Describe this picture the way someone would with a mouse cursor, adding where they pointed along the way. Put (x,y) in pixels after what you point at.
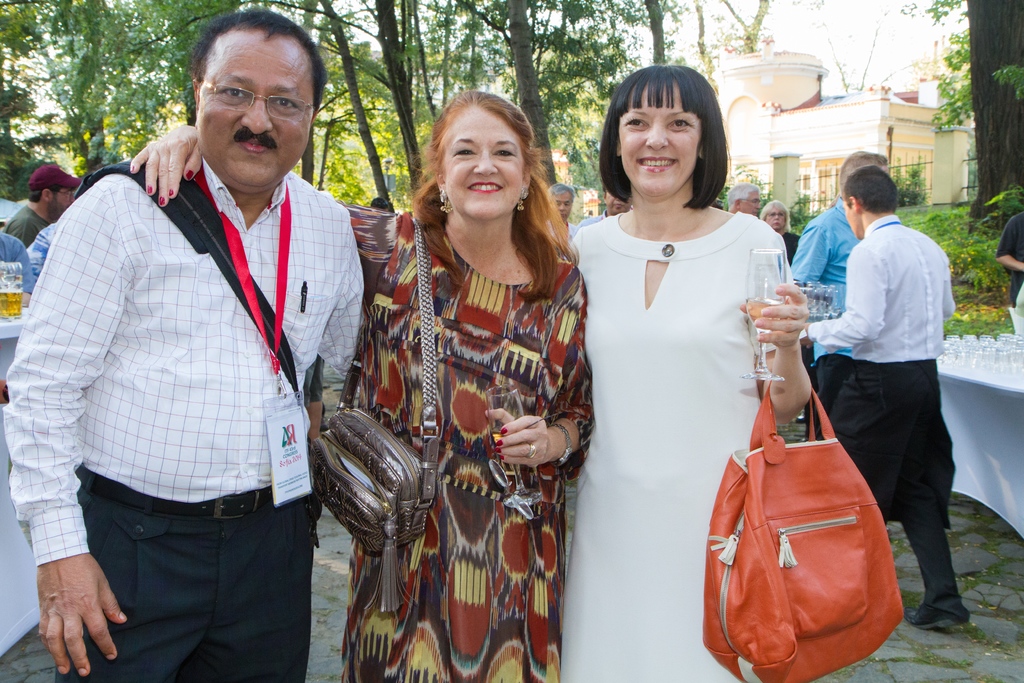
On the background (487,5) we can see trees (527,89), buildings (804,112). Here we can see few persons (904,273) standing. We can see water glasses (975,366) on the table (956,395). Here we can see three persons (588,375) standing in front of a picture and smiling.
